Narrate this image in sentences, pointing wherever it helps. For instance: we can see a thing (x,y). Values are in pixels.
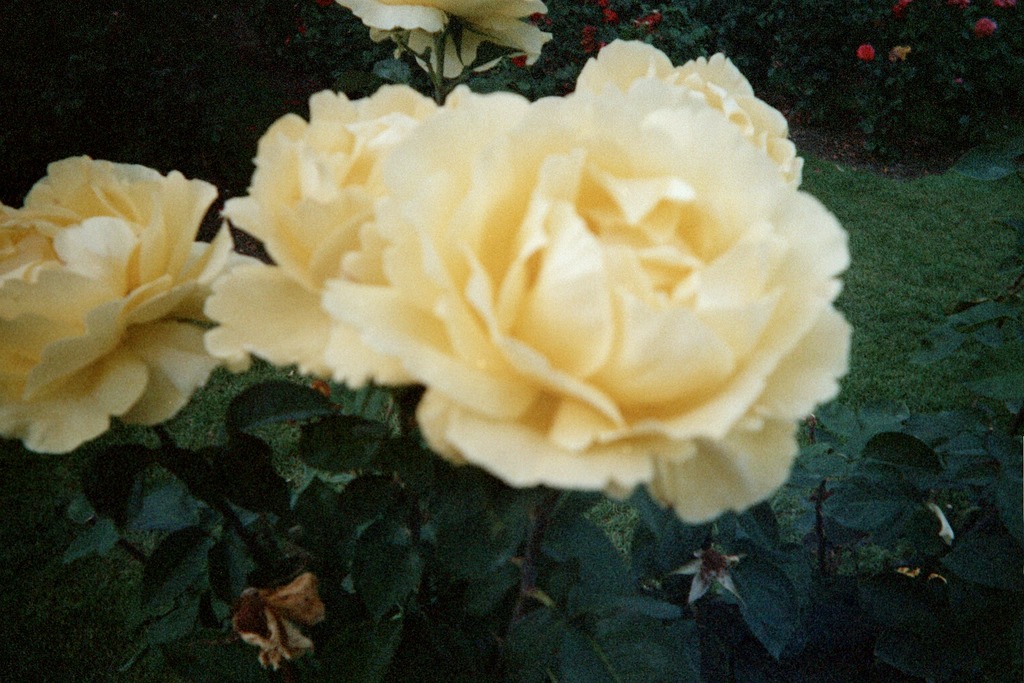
In this image I can see rose flowers (470,418) and rose plant (353,514) and leaves (884,413) visible on the garden (916,362), in the background (167,62) I can see plants (648,35).
